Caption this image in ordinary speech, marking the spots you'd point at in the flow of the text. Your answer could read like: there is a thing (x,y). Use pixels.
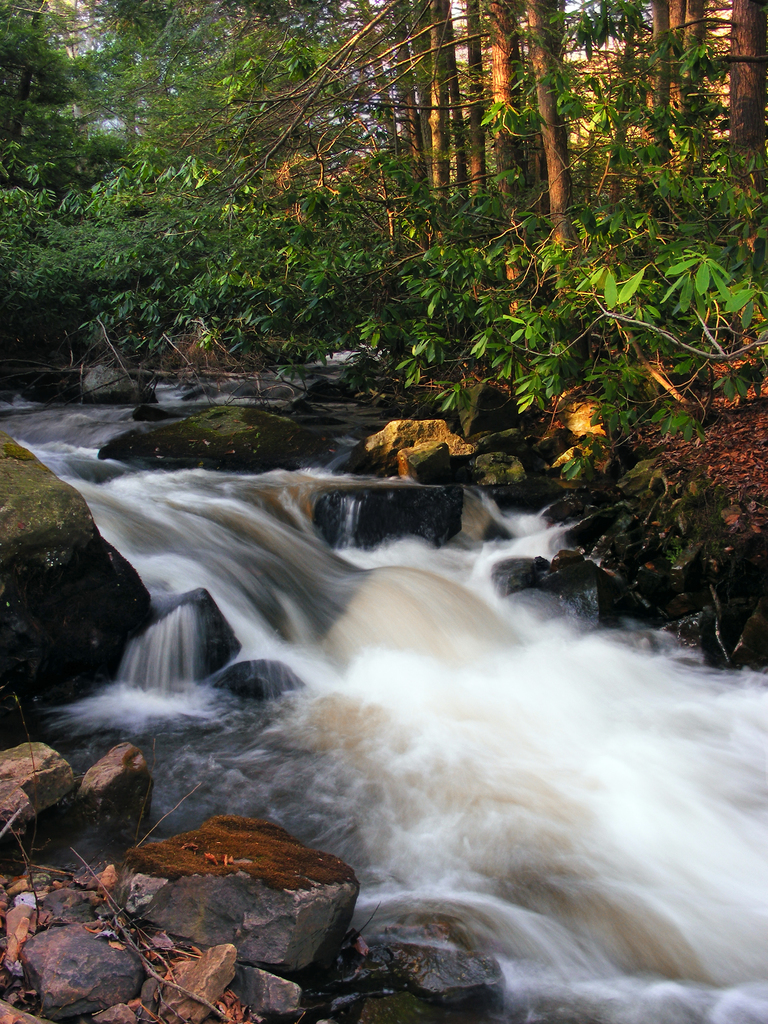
In this picture, we see water (405,662) and this might be the tributary (338,562) of the river (398,746). At the bottom of the picture (192,888), we see stones (210,982), twigs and rocks (51,989). There are trees (388,334) in the background (374,268).
